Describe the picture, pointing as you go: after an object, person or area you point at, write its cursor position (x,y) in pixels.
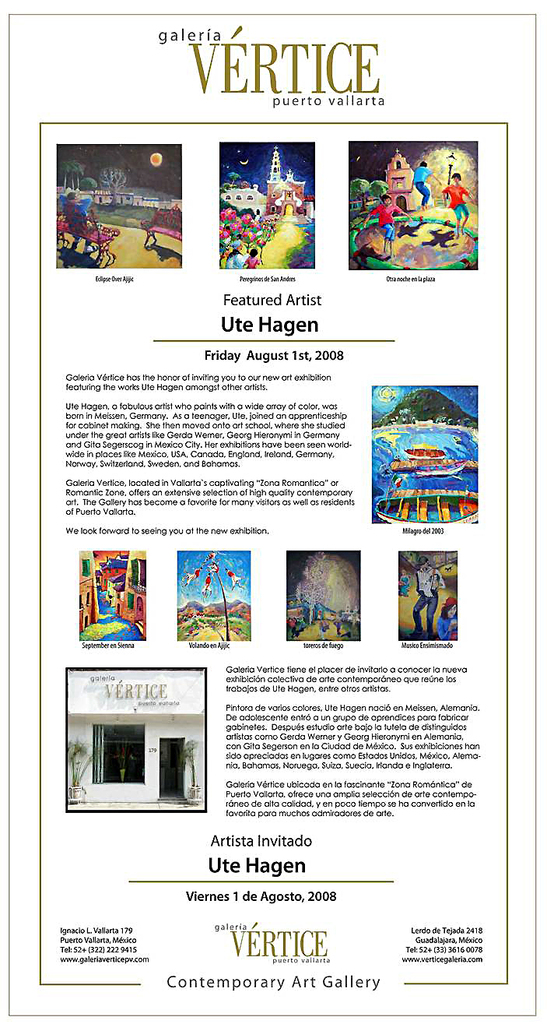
In this image we can see a poster (442,858). There are pictures (100,616) of people (442,614), a hill (418,396), buildings (244,189), trees (100,181), sky (63,182) and objects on a poster (278,541). Something is written on the poster (320,677).
